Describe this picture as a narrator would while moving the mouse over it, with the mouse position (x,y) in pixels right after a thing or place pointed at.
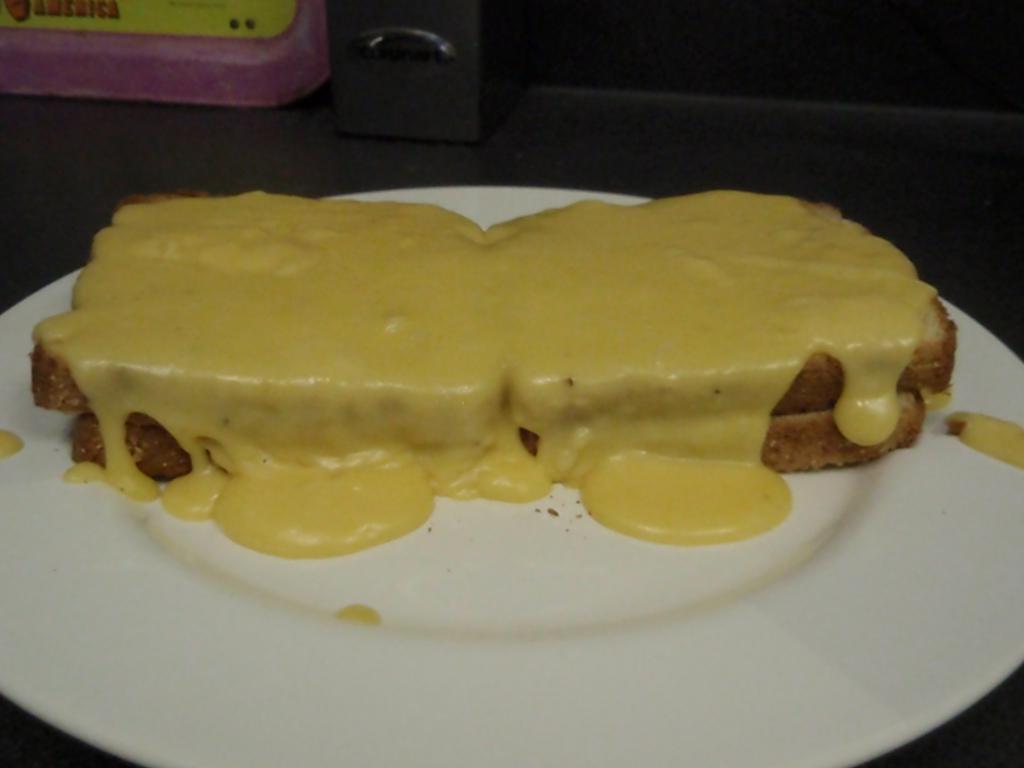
In this picture there is an edible (592,404) placed on a plate (557,580) and there are some other objects (255,42) in the background (221,43).
